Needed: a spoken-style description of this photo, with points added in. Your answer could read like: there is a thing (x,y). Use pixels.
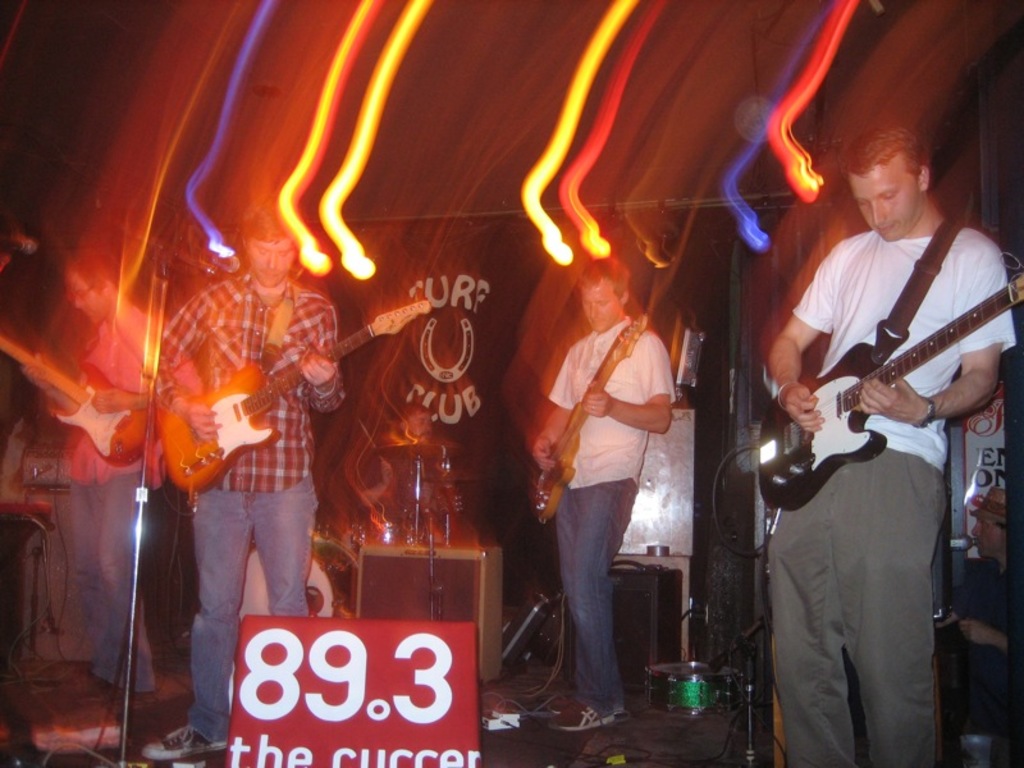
In this image, there are four persons (655,365) standing and playing guitar (780,450) on the stage (546,723). In the background (826,50), I can see a lighting's (828,39). It looks as if the picture is taken inside an auditorium (895,80) during night time.
